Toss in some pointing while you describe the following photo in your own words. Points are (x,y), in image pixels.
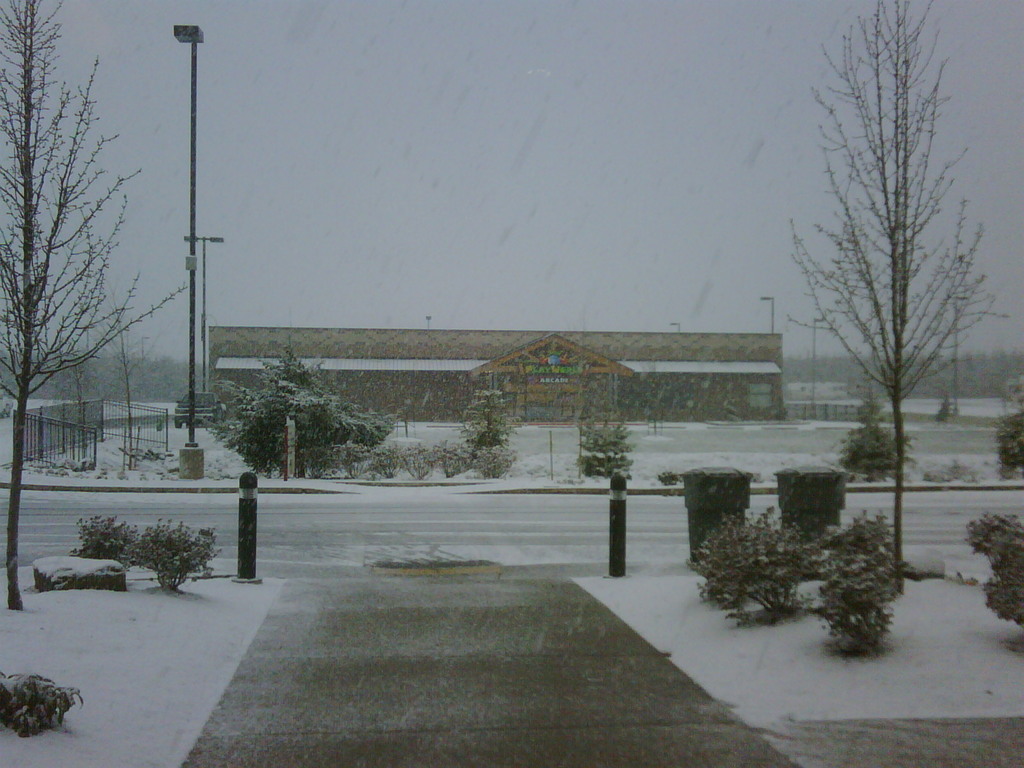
In the image we can see there is a ground (180,641) which is covered with snow (924,503). Behind there is a building (649,334) and there are trees (256,398).
